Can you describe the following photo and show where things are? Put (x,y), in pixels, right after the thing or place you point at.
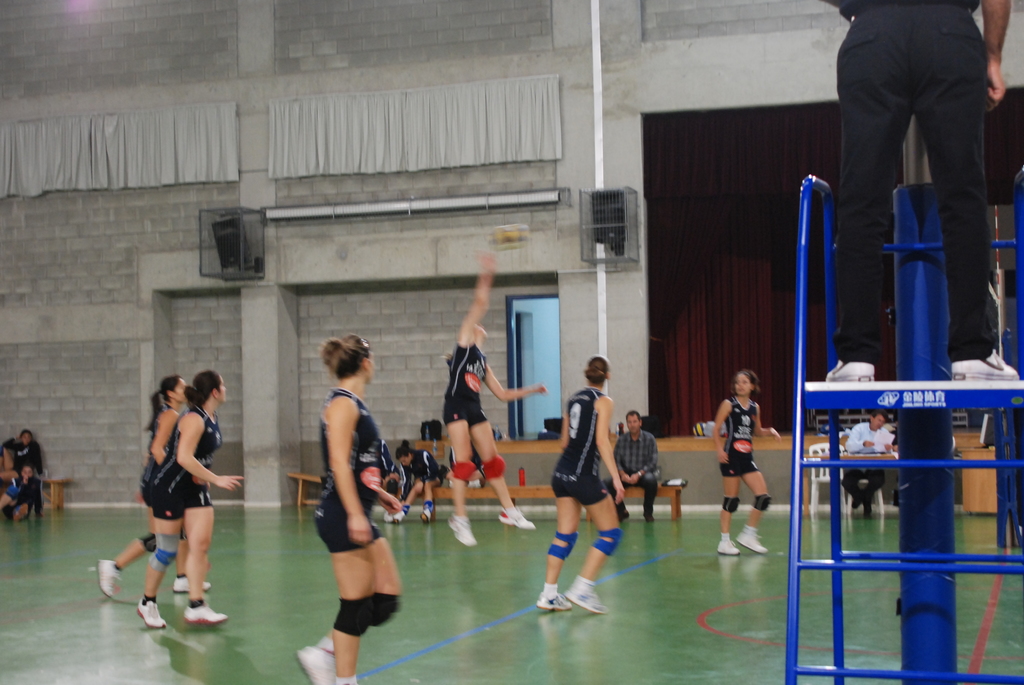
In the picture we can see play floor (724,642) on it we can see some women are playing a volley ball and they are in sports wear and behind them we can see a bench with a person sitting on it and behind we can see a wall (641,298) with a door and beside it we can see a curtain (697,324) which is brown in color.
